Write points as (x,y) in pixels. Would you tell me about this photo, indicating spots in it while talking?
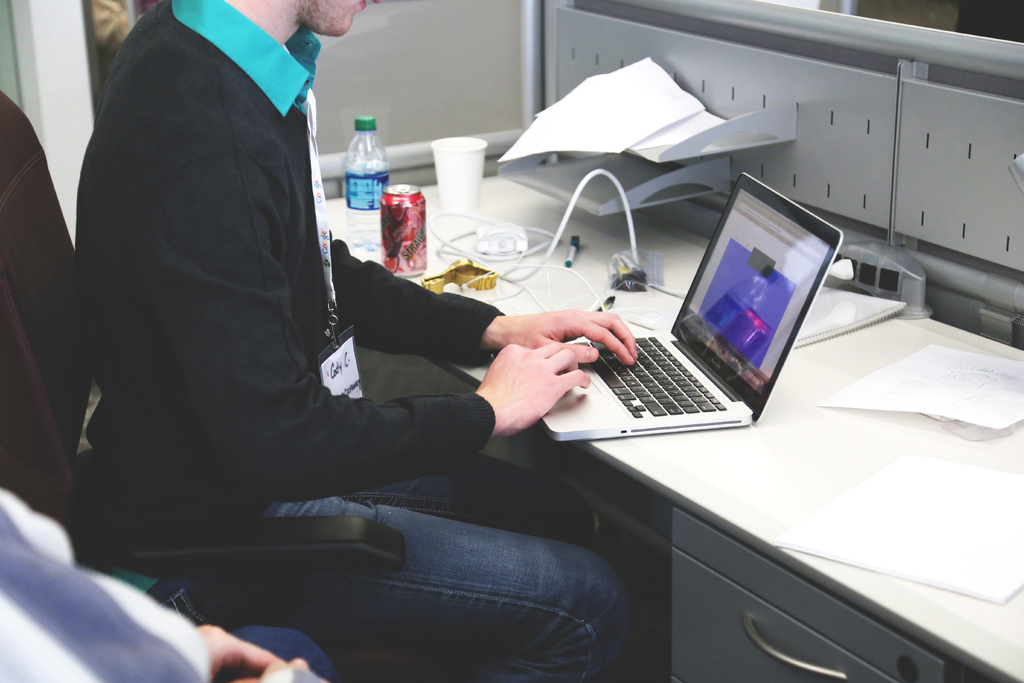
In this picture we can see a man (281,427) and he is sitting on a chair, beside him we can see a person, here we can see a table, laptop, bottle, coke tin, glass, pen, papers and some objects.
